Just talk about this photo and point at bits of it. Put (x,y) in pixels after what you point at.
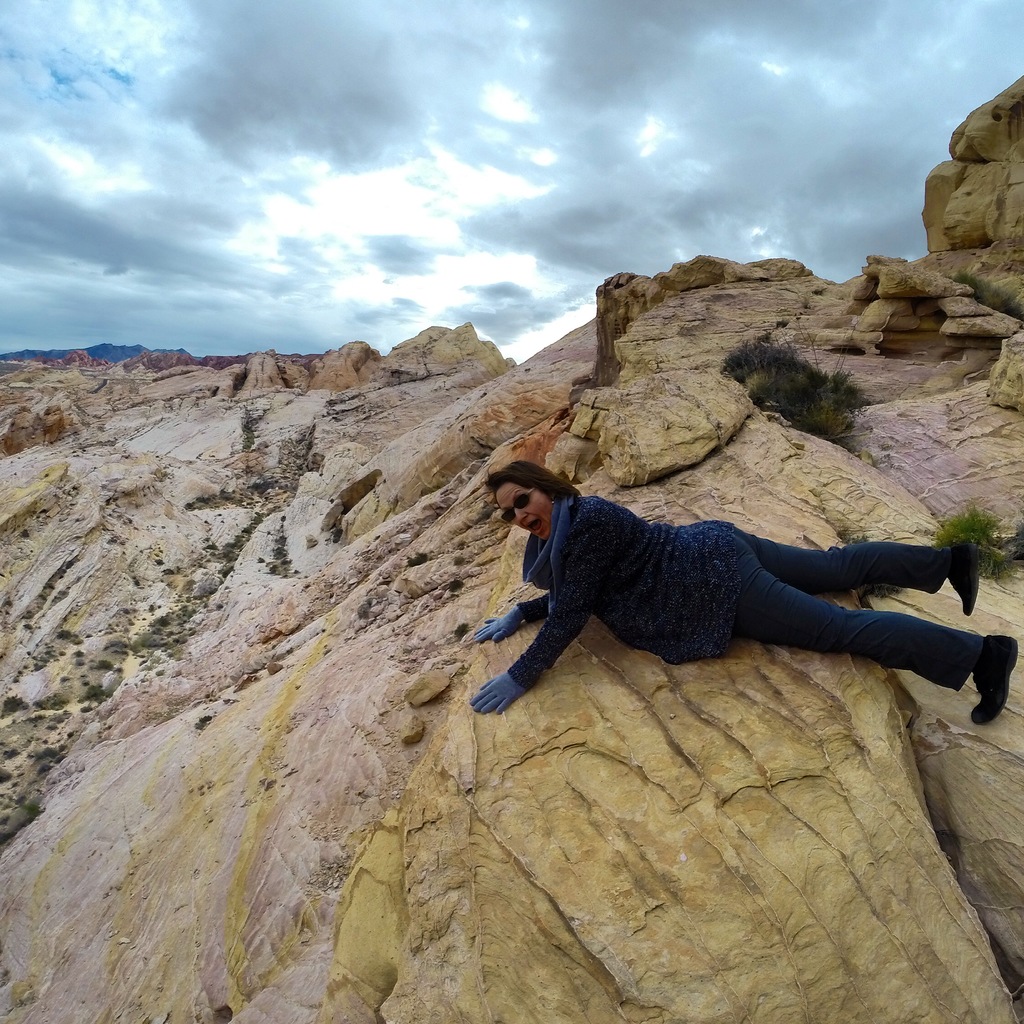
In the front of the image (282,698) there is a rock surface (544,760), grass (791,364) and person (731,621). At the top of the image (727,221) there is a cloudy sky (551,101).
